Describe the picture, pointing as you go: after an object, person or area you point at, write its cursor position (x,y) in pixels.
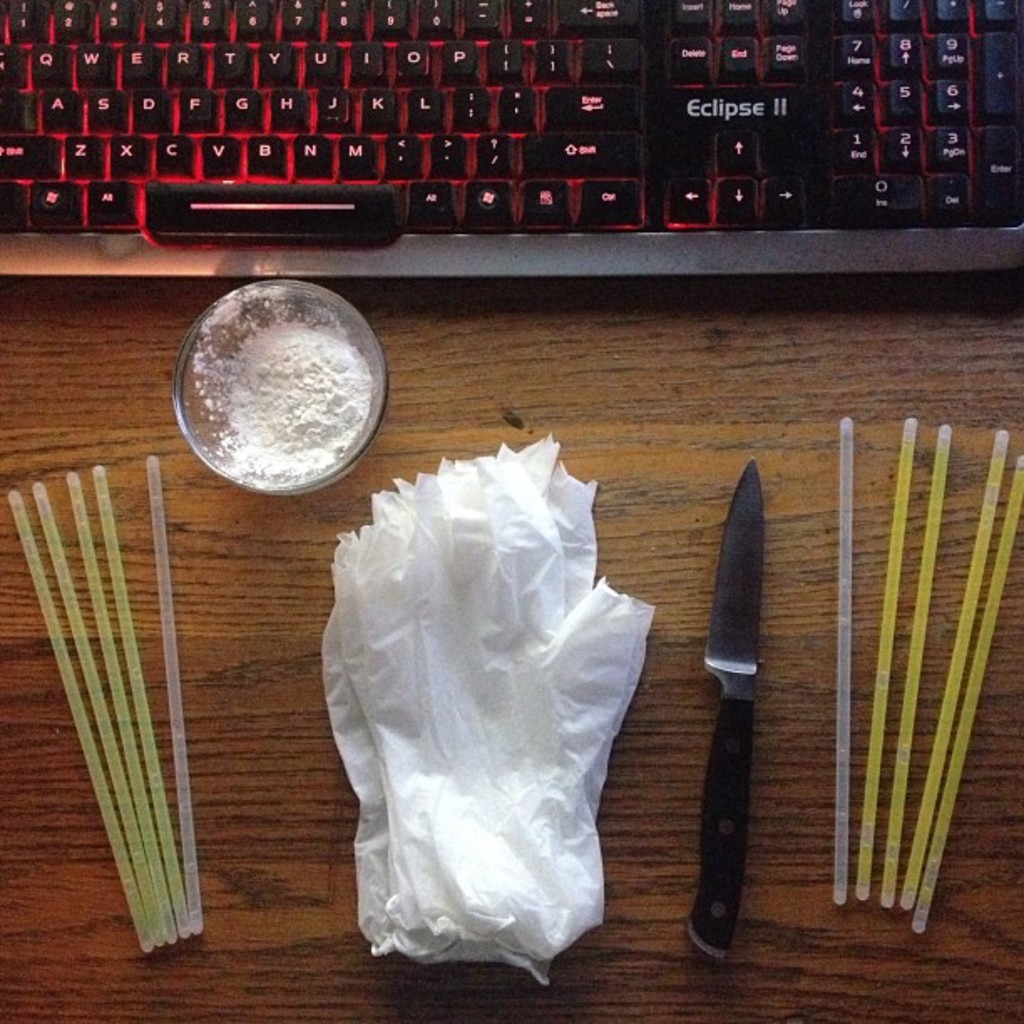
This is a wooden table (654,417) where a keyboard (637,197), a glass bowl (300,323), a knife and a tissues (400,749) are kept on it.
